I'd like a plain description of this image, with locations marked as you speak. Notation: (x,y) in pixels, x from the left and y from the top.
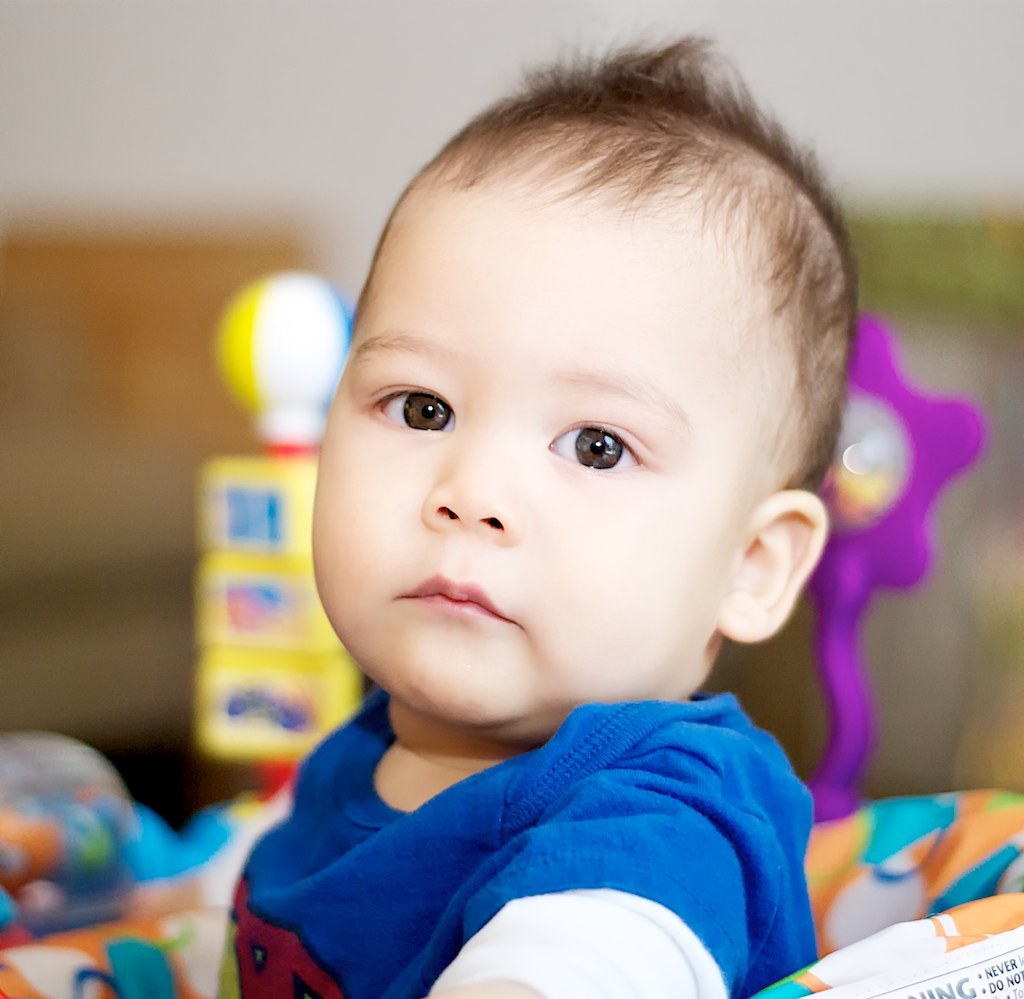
Here we can see a kid (491,814) and toys (308,625). There is a blur background (760,49).
